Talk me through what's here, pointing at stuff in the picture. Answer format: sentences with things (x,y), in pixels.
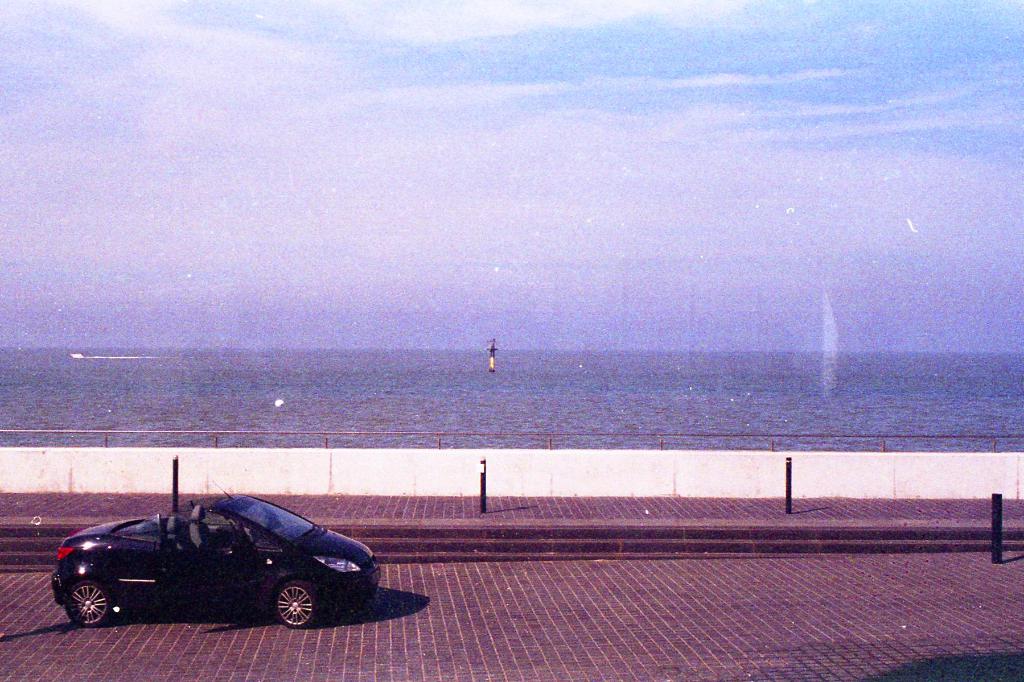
On the left side of the image (208,553) I can see a car (131,575) on the ground (483,648) facing towards right side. At the back of it there is a wall (322,477). In the background (369,405) there is an ocean (201,399). At the top (621,105) I can see the sky (534,129).
